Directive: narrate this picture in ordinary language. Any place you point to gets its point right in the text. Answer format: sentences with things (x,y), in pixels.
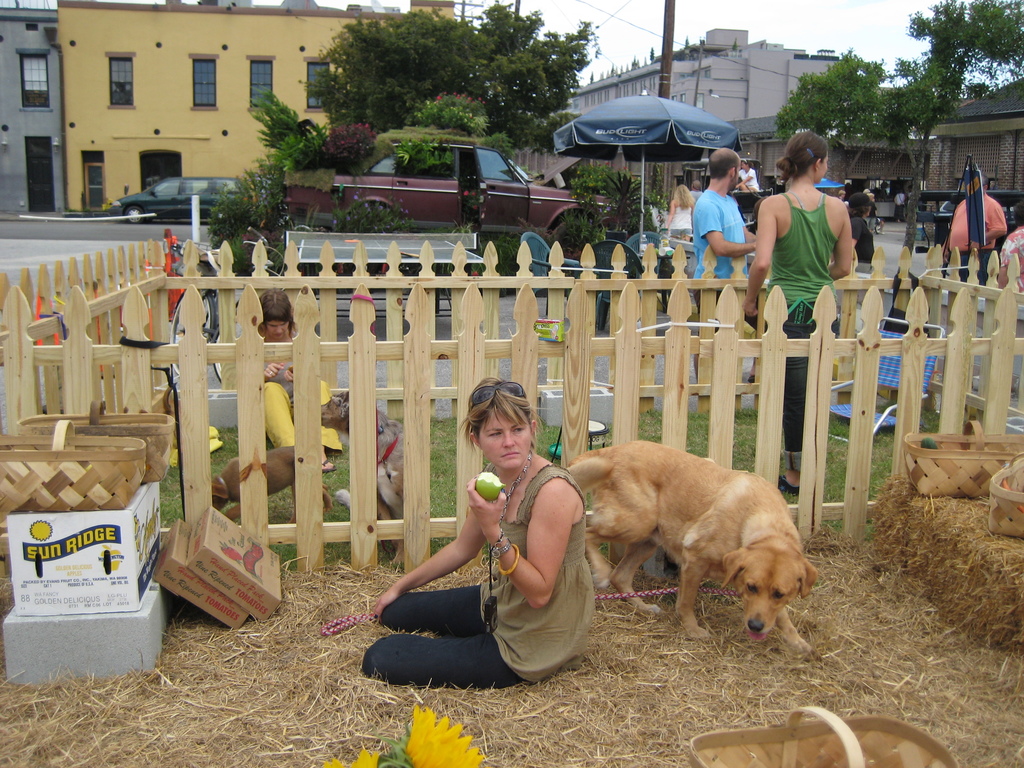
The women (422,647) wearing black pant (435,661) is holding a fruit (492,482) in her hand (489,509) and there is a dog (699,524) behind her and there are group of people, cars (398,196), trees (492,87) and buildings (692,87) in the background (717,88).
